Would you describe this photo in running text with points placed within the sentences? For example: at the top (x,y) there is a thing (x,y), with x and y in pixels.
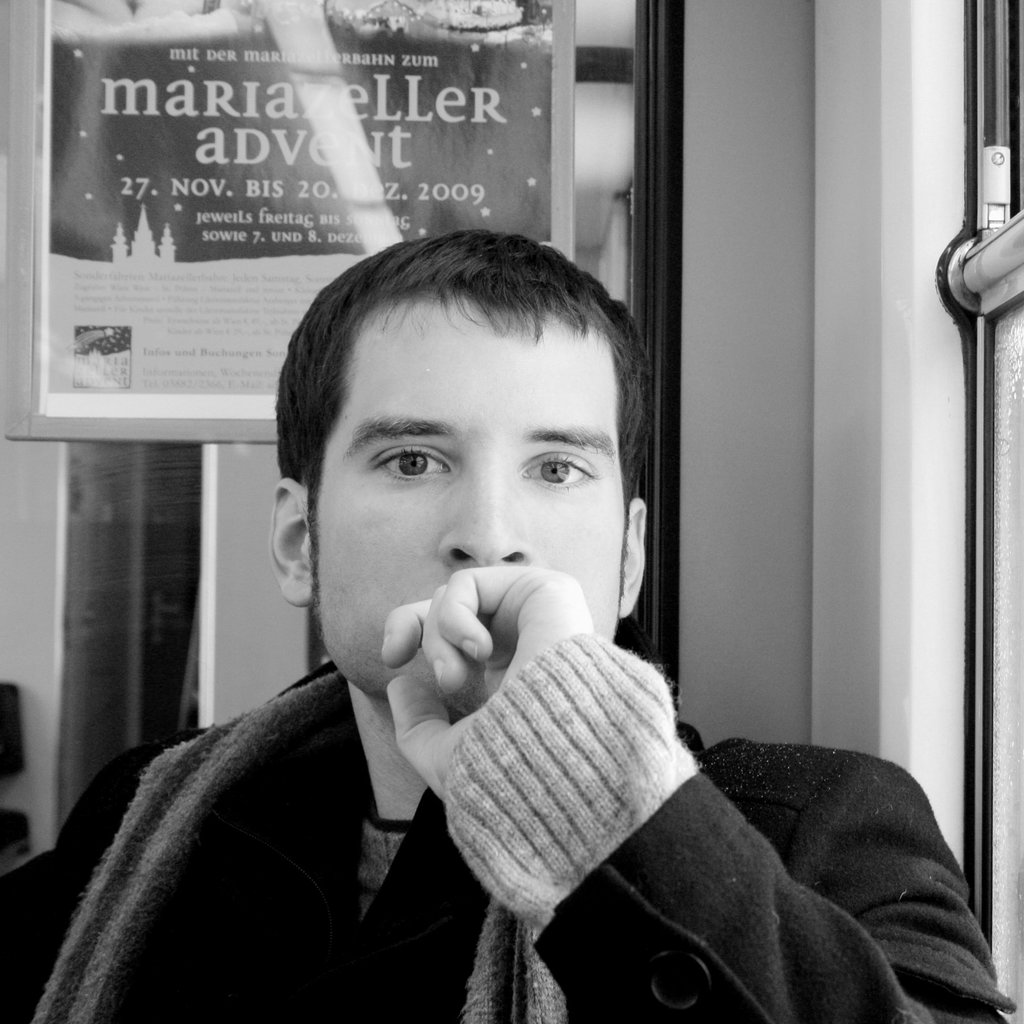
It is a black and white image and in this image we can see a person (438,839) in the center (617,652). In the background (85,103) we can see the frame (155,67) and we can also see the text (307,86) present in the frame (380,212).
